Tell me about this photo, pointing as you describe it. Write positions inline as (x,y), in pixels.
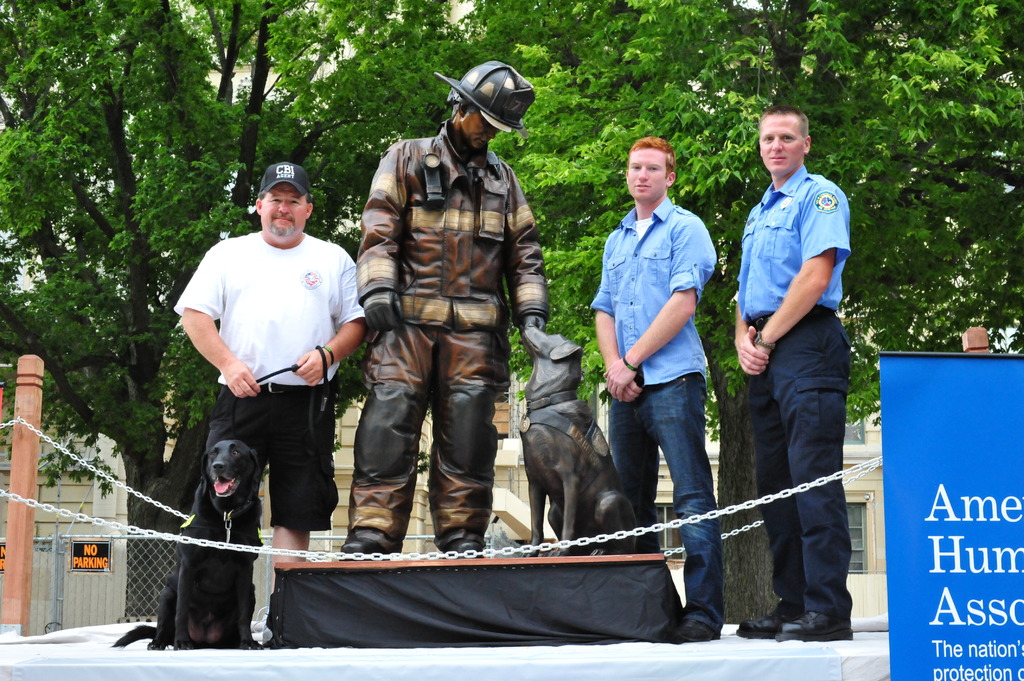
In this image i can see 3 persons (335,280) standing and a statue (521,292) of a person (476,415) and a dog (537,446). In the background (582,384) i can see trees (587,77), a sign board (87,559) and the sky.
